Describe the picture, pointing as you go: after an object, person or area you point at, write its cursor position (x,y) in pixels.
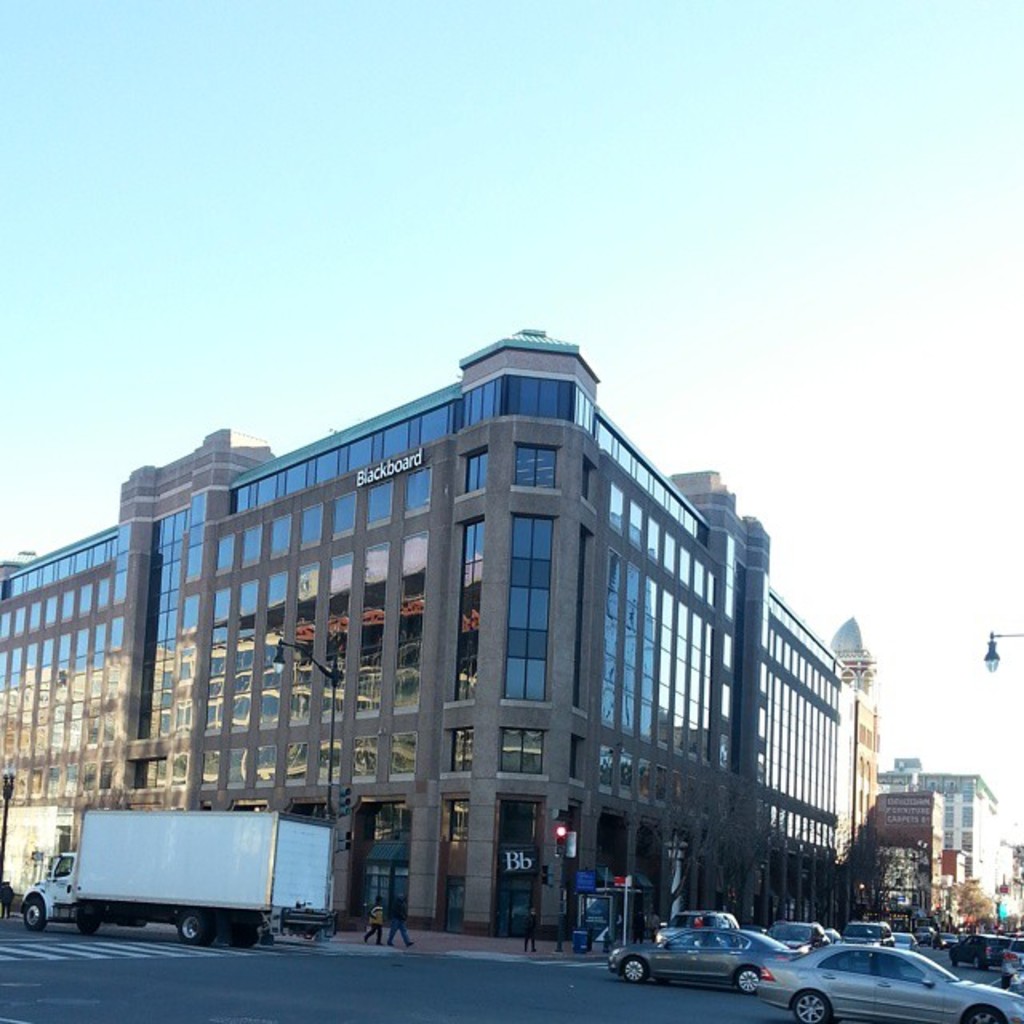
In this image I can see the many vehicles (661,968) are on the road (265,980). To the side of the road (429,966) I can see few people (379,938), poles (577,923), trees (683,892) and there is a building (662,903). I can see some boards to the building (491,694). I can see the sky (390,191) in the back (495,206).
